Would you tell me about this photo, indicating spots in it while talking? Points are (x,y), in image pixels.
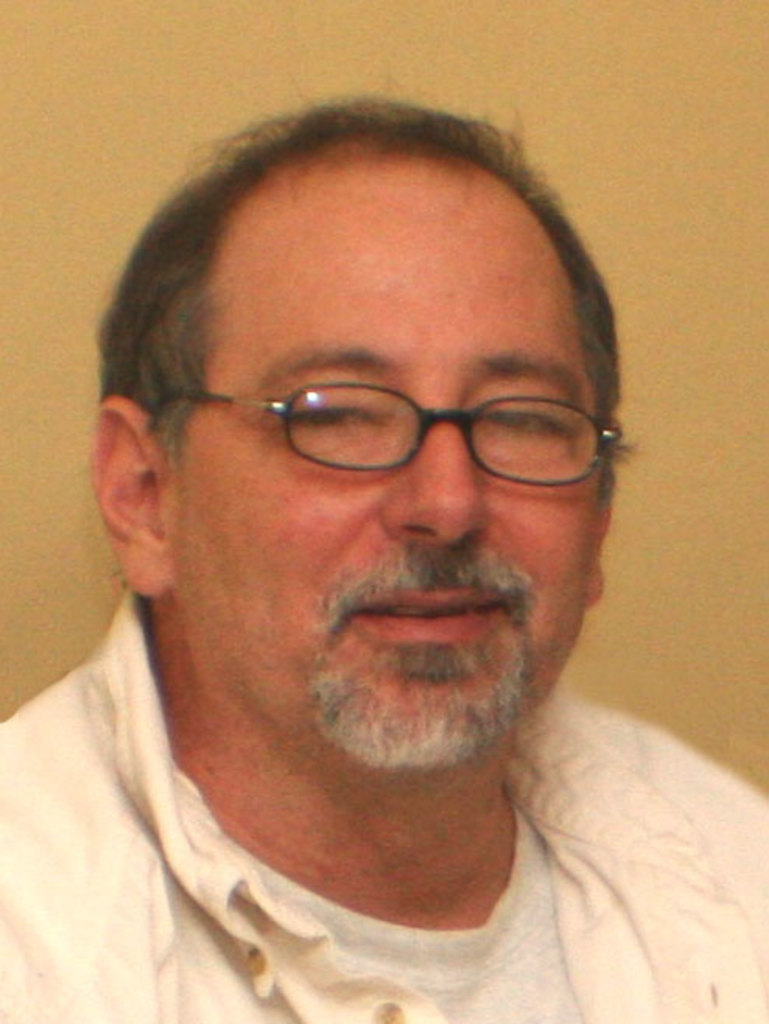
In this picture we can see a man (595,528) holding a pretty smile (415,641) on his face (415,641). He wore spectacles (313,440) which are black in colour. He is wearing a white jacket (111,933) over a white shirt (493,968).
